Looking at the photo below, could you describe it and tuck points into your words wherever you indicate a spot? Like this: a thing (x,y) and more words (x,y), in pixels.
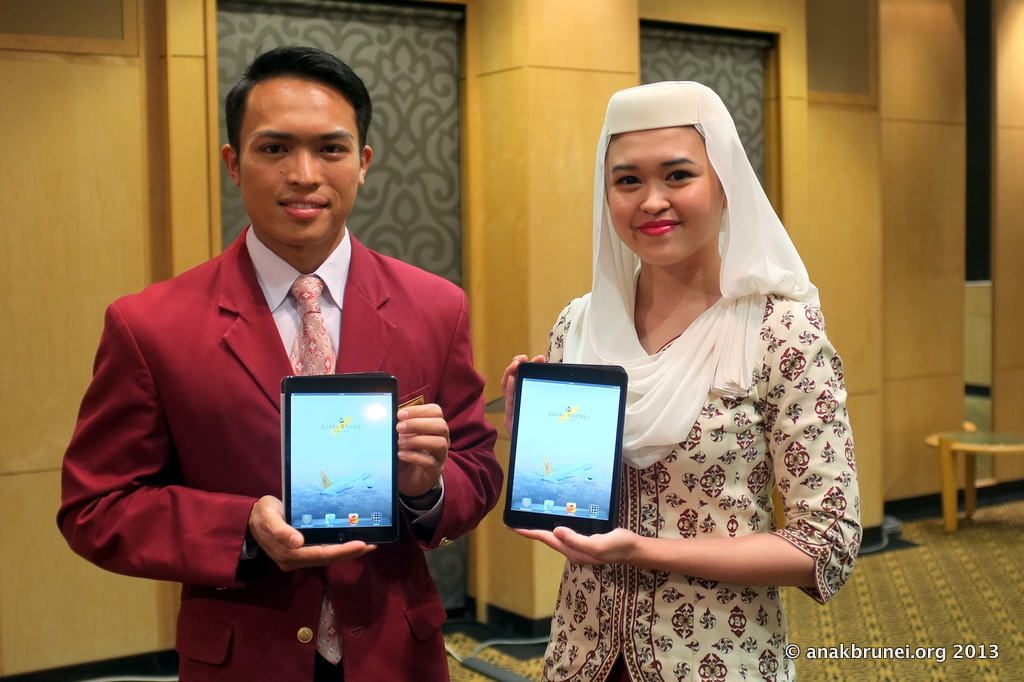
This man (400,306) and this woman (664,654) are holding a iPad (518,439). This man (484,472) wore red suit (273,357) with tie (322,339). This woman (618,293) wore white scarf (745,302). Far there is a table (971,440).
